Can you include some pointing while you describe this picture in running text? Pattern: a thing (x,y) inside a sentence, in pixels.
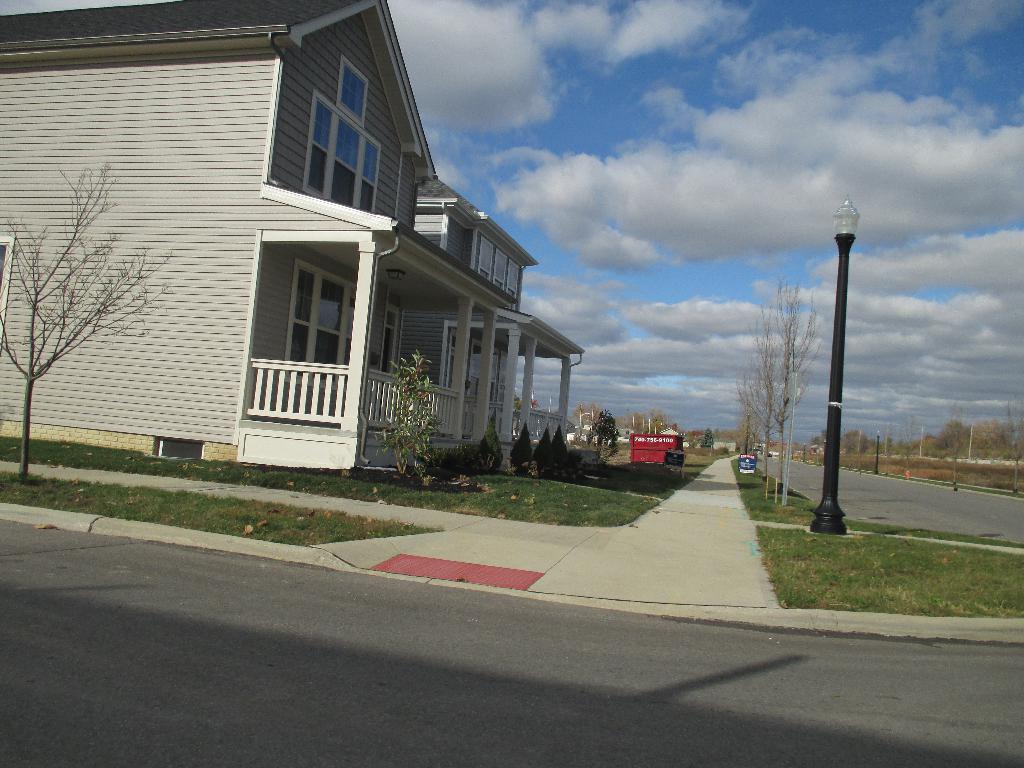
In this image I can see a road (420,666) on the bottom side (541,667) and in the centre of the image (442,316) I can see a house (244,279), number of trees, number of poles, few lights (849,231), few plants (565,461) and two boards (649,448) on the ground (678,471). I can also see something is written on these boards (665,442). In the background (675,202) I can see clouds (692,247) and the sky (760,343).
